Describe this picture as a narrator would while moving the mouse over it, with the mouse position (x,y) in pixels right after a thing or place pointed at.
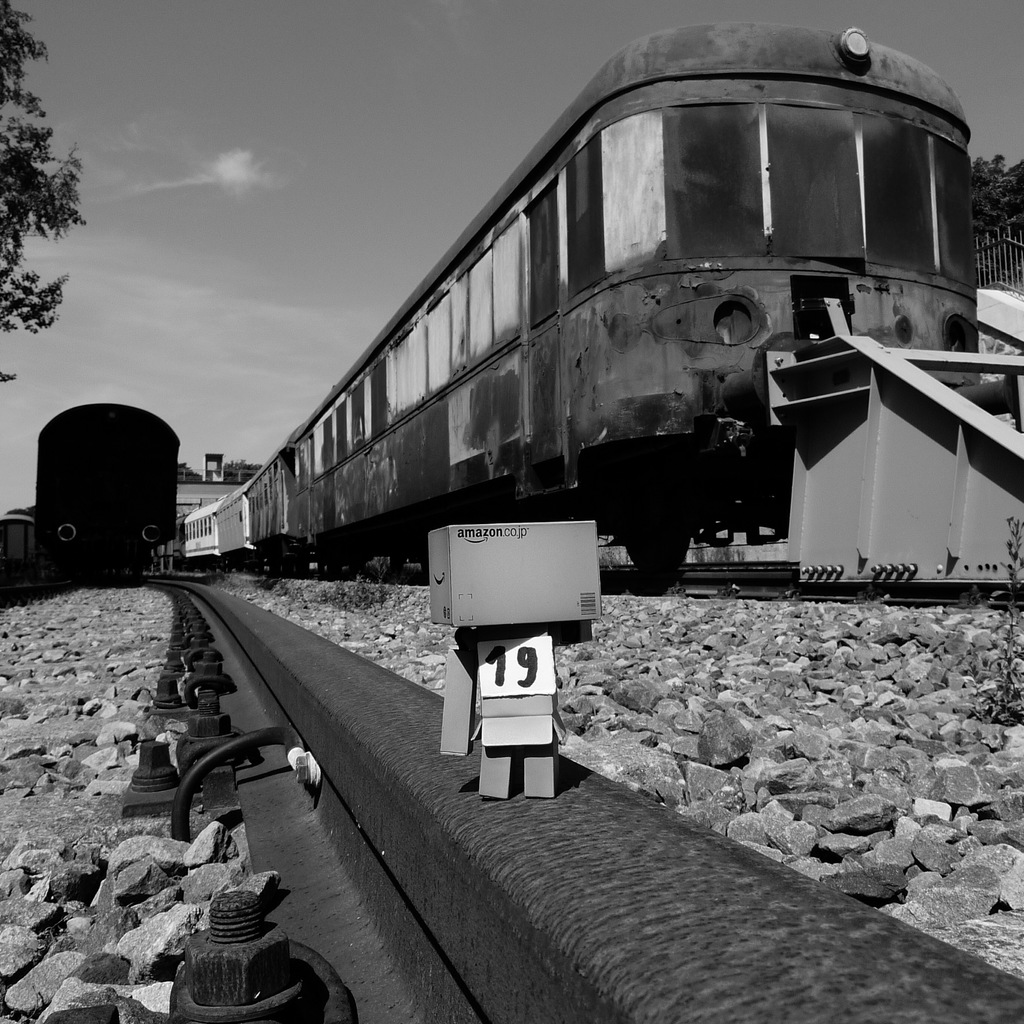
In this image, there are a few trains (408,419). We can see the railway track (467,837). We can see the ground (129,940) with some stones (679,789) and objects (180,1009). We can also see some trees (41,205) and the sky (151,216). We can also see some objects (998,243) on the right (998,264).
